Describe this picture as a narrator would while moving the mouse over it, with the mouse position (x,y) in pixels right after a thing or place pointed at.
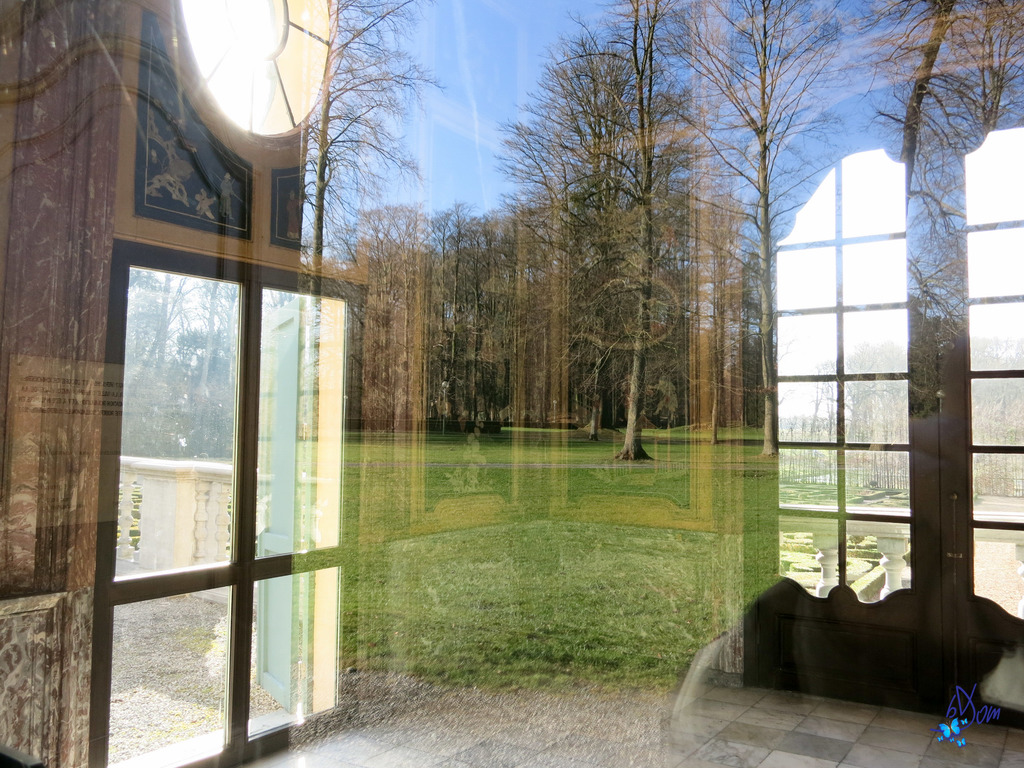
In this picture I can see a transparent glass (512,507), there is a wall (2,231) with doors (983,158) and a window (148,253), there is a reflection (499,451) of grass (530,433), trees (583,229) and the sky (701,6) on the transparent glass (579,80), and there is a watermark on the image.
